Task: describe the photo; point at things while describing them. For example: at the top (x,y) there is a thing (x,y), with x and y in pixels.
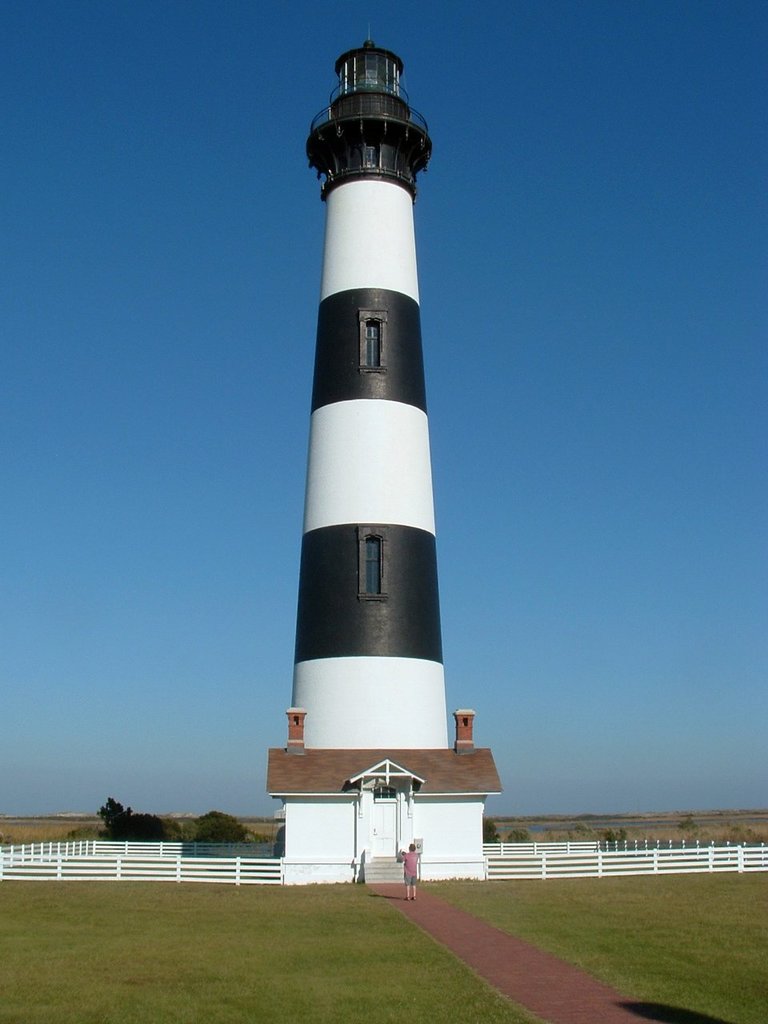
In the middle of this image (363,464), there is a tower (363,539) in white and black color combination on the ground (461,905). Around this tower (333,630), there is a white color fence (8,876). Besides this tower (425,732), there is a building (480,751) which is having a roof (470,780) and a door (388,816). Besides this building (383,834), there are steps (384,869). Beside these steps (383,868), there is a person (415,881) on a path (491,957). On both sides of this path (420,918), there is grass (363,973). In the background (645,829), there are trees (130,822), plants (213,827) and grass (78,827) on the ground (39,834) and there is a blue sky (589,412).
